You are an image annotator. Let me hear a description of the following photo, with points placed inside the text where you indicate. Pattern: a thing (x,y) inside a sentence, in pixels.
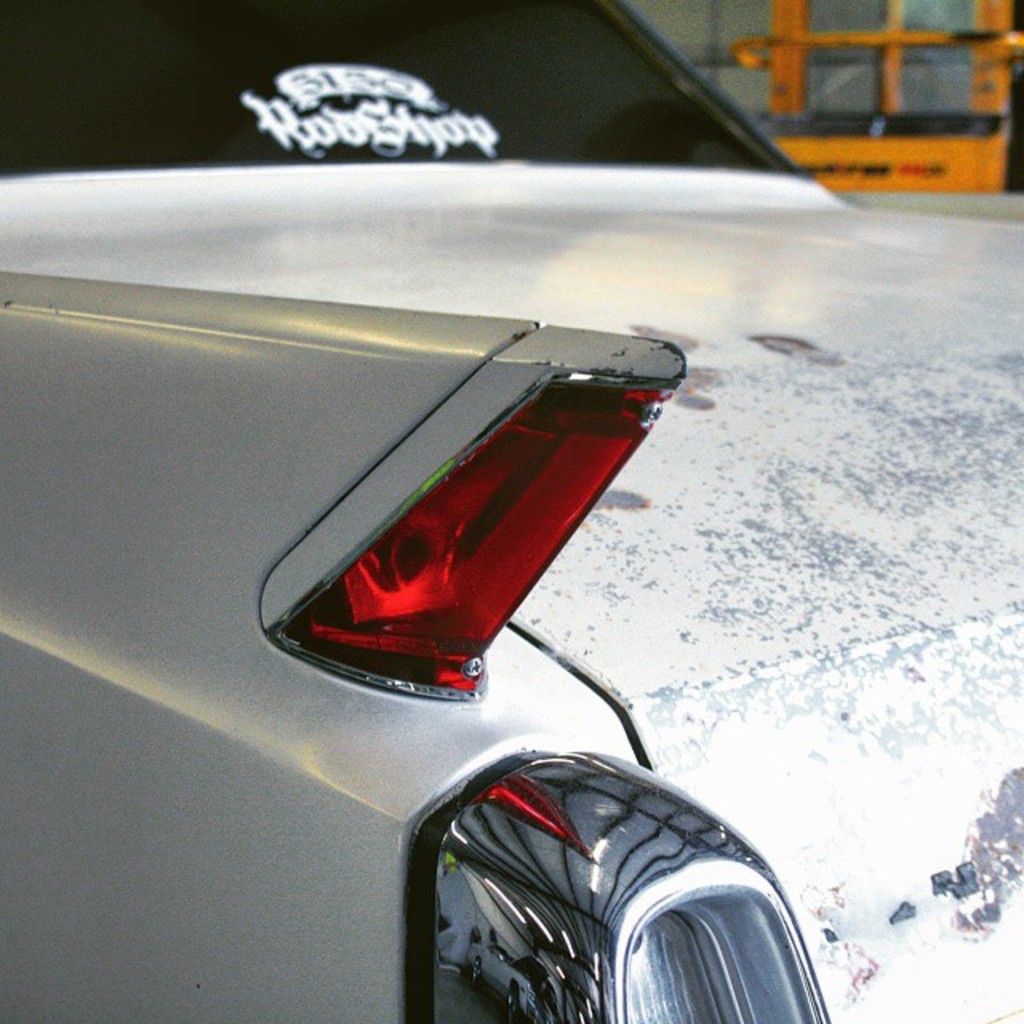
In front of the image there is a car (510,404). Behind the car (665,138) there is some object (969,104).
